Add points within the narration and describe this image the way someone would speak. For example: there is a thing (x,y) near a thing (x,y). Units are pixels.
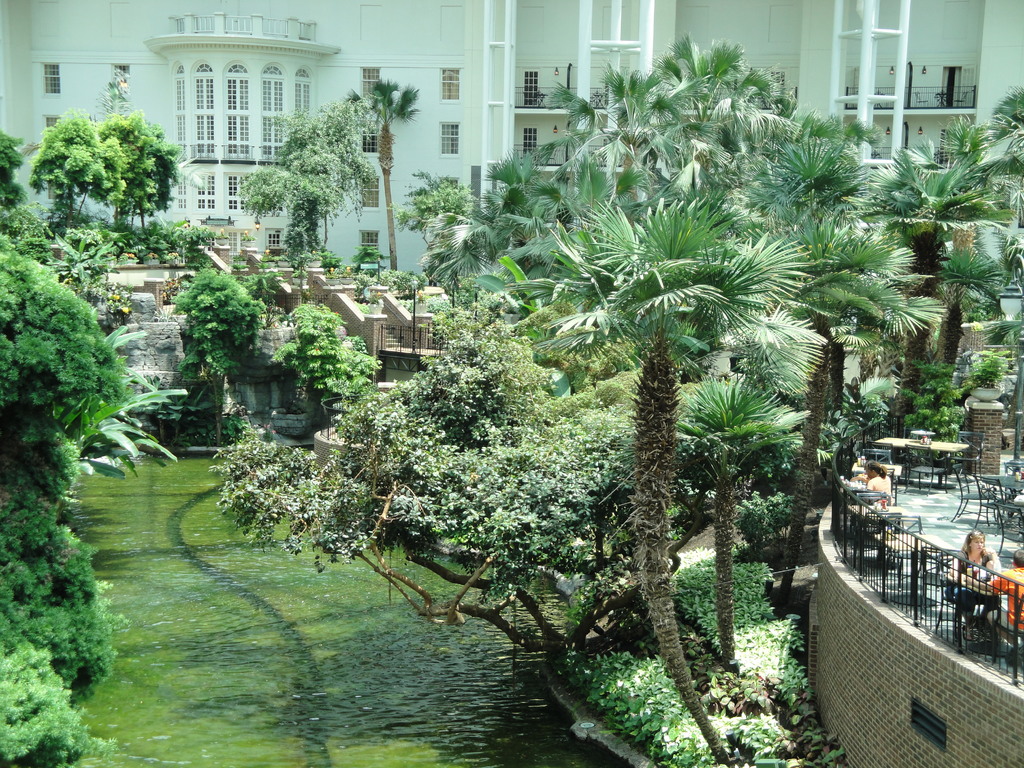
In the picture we can see water (188,665), trees (623,403), on right side of the picture (959,582) there are some persons (953,573) sitting on chairs (914,527) around tables (928,543) and in the background (466,166) there is a building (338,36).
